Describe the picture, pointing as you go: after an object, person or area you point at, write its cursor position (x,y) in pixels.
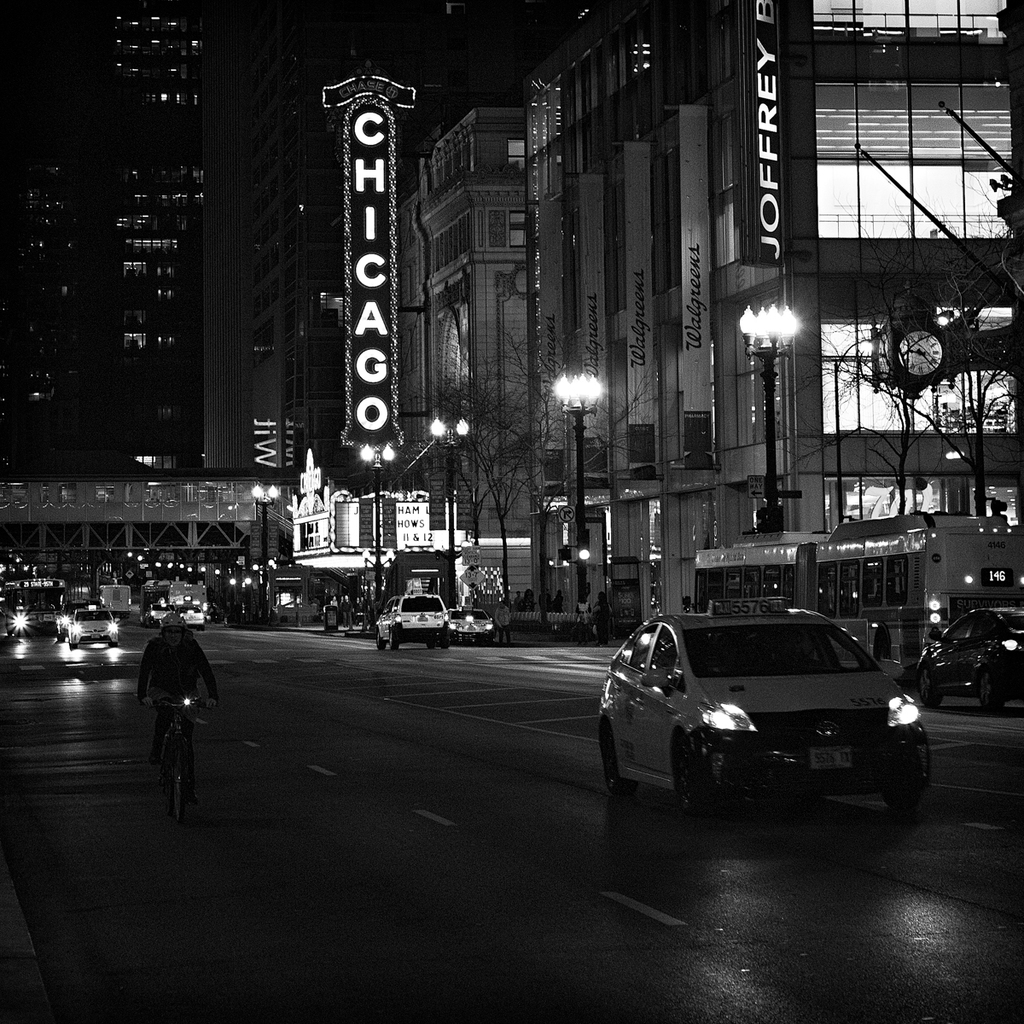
In this picture I can observe road (397,709). There are some vehicles (80,626) moving on the road (391,745). In the background (484,327) there are some buildings (466,275). I can observe some lights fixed to the poles (766,368) in the middle of the picture (367,459). On the right side (869,382) there are some trees (912,406). This is a black and white image.
